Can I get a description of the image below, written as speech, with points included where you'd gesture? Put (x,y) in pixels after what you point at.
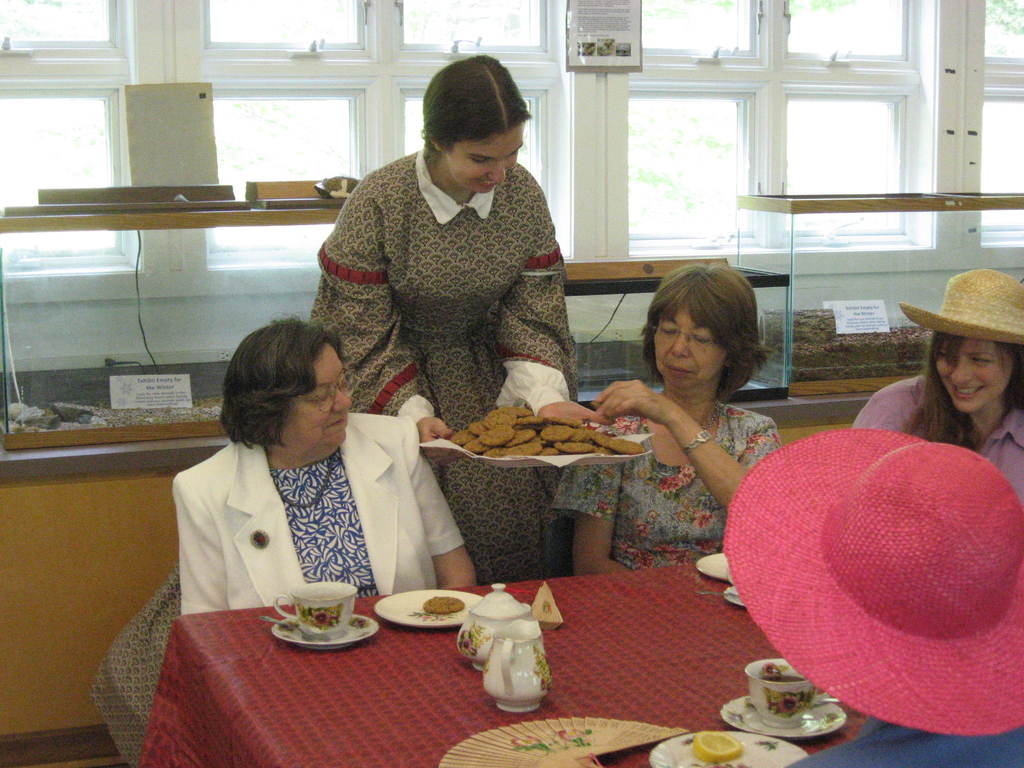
This image consists of a table (525,591) and window (642,132) on the backside (800,139). There are women (600,398) in this image. Most of them are sitting around a table (668,687). The table (372,663) consists of a cup (340,632), saucer (360,633), plate (415,605), jar (485,632), edibles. There is a woman (394,243) in the middle (555,418), she is holding a plate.
